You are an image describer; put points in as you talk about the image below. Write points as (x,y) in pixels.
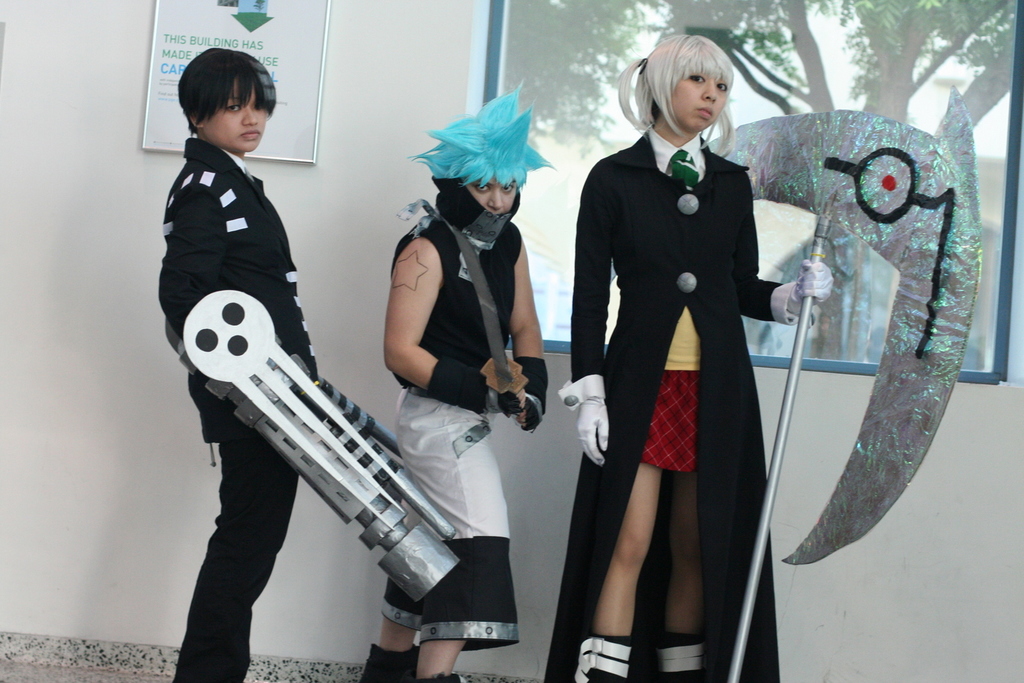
In the center of the picture (524,253) there are three persons (647,221) in different costumes (684,303). On the right (714,278) the person (728,267) is holding an axe like object (825,235). In the background (296,25) there are window (688,28), board (326,37) and wall (431,61), through the window (763,34) we can see tree (707,24).
